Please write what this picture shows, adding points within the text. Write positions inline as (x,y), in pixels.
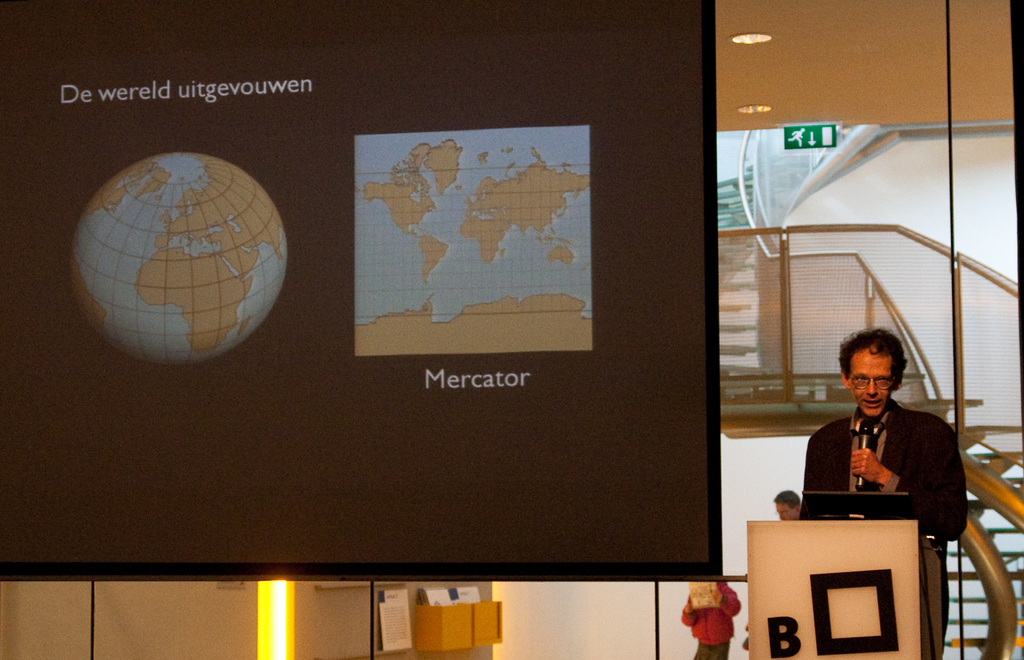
As we can see in the image there is a screen (350,275), wall (368,630), light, few people (931,452) here and there. The person (885,406) standing in the front (942,503) is wearing black color jacket (947,482) and holding a mic (864,424).
